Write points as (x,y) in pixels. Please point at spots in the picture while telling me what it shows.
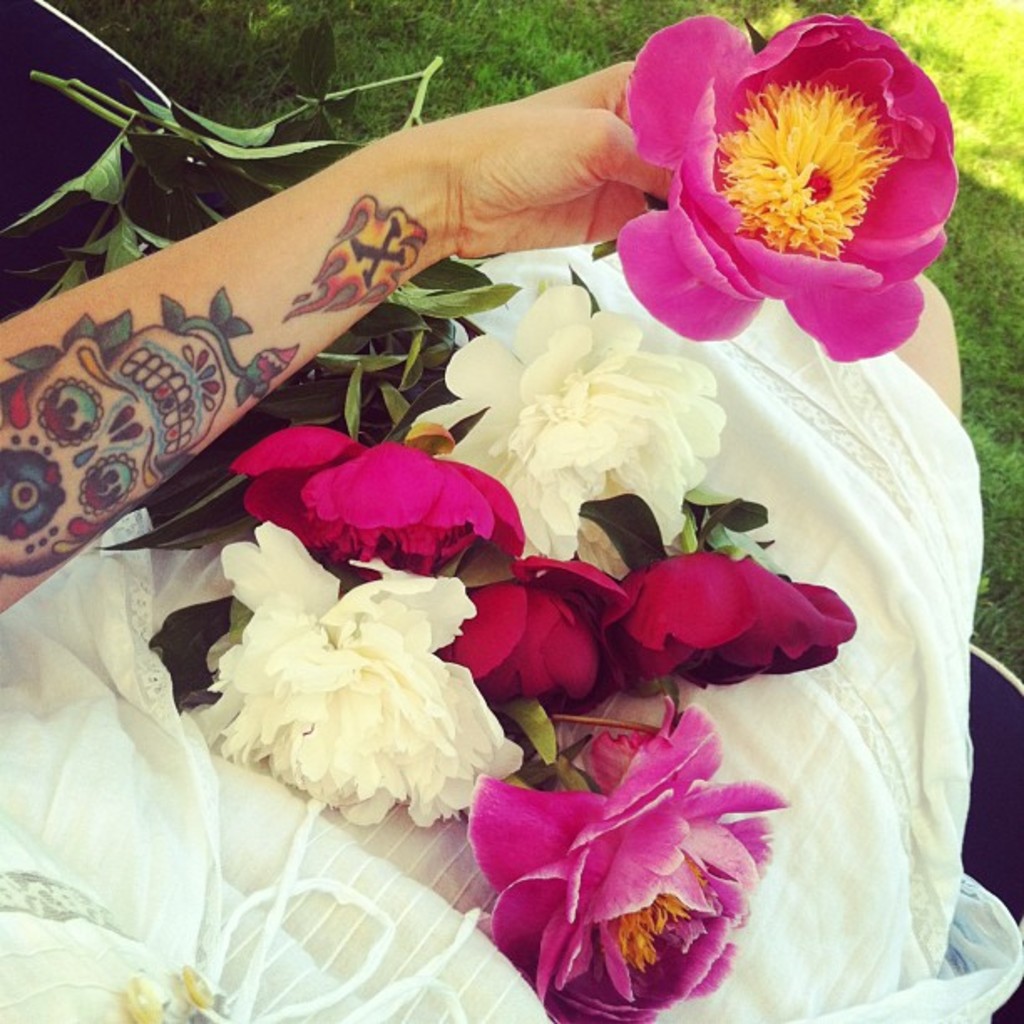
In this picture we can see a person (778,736) here, there are some flowers (560,636) and leaves (394,424) here, at the top (536,15) there is grass (540,28).
